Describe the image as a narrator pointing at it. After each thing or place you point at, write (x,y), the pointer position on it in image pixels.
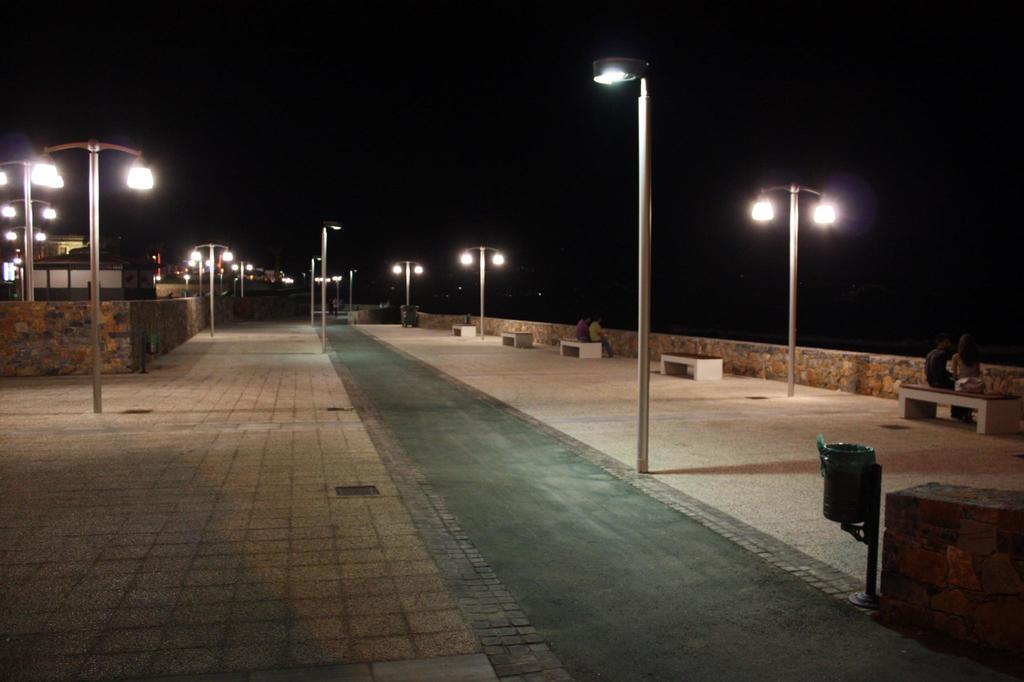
This picture is clicked outside. On the right (934,362) we can see the group of persons (604,337) sitting on the benches (922,396) and we can see the lights (32,172) are attached to the poles (642,122), we can see the pavement (220,398) and some houses (122,265). In the background (523,115) there is a sky (162,104).
